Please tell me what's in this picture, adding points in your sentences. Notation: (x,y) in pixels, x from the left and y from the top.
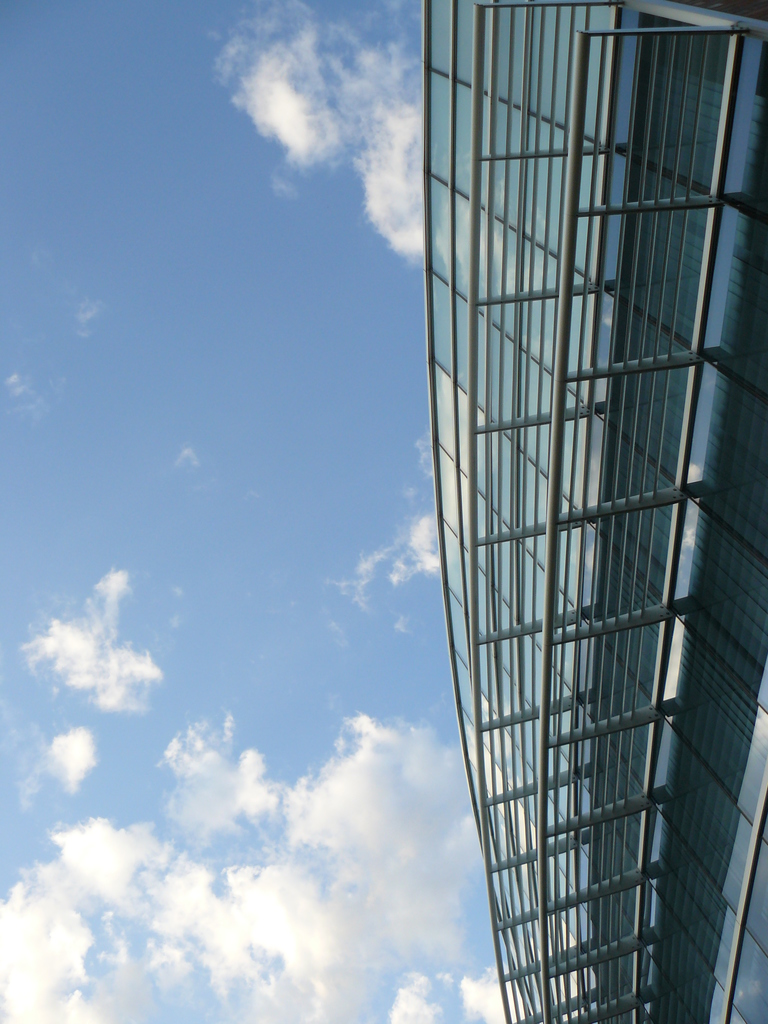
Right side (534,259) there is a building (517,638) having fence (504,999). Left side (247,769) there is sky (126,753) with some clouds (96,863).
